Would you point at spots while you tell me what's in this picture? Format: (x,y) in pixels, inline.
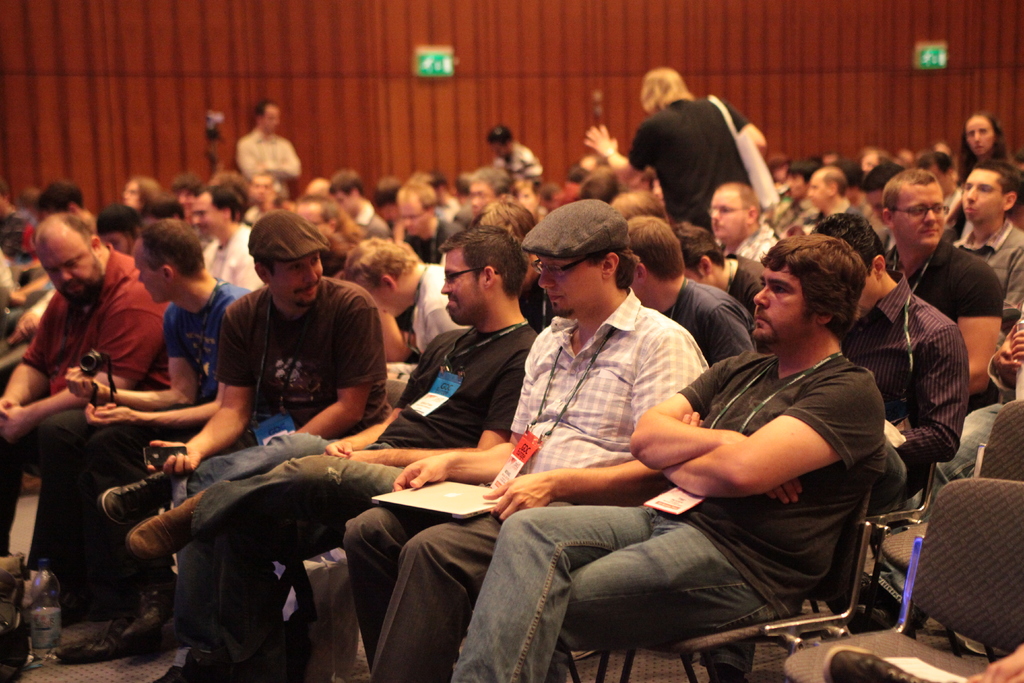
In this picture we can see a few people (284,517) sitting on the chair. We can see a person (487,532) kept a laptop (476,493) and holding it with his hands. There is another person (689,119) wearing a bag (755,149) and standing. We can see a few boards (940,54) on a wooden background (765,95).
